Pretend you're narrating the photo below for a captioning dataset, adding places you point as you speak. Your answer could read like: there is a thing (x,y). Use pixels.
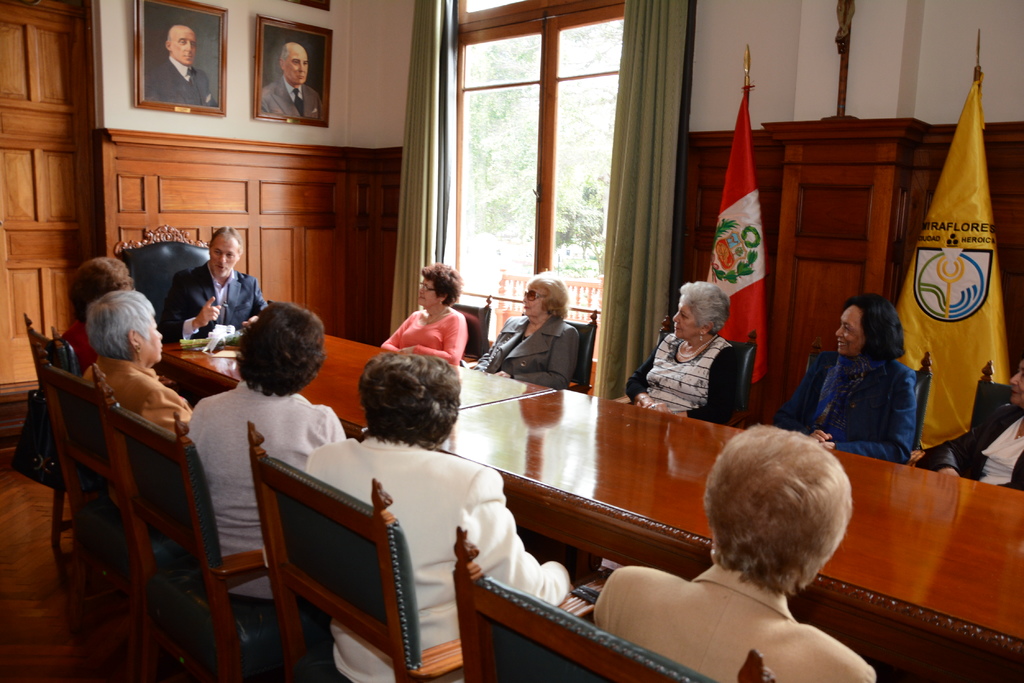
As we can see in the image there is a wall (358,37), photo frame (307,39), window (467,165), flag (959,198), few people (435,402) sitting on chairs (464,533) and there is a table (611,443) over here.
